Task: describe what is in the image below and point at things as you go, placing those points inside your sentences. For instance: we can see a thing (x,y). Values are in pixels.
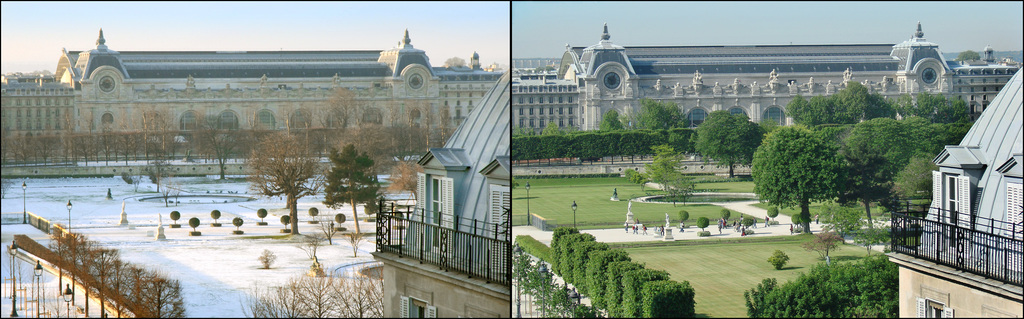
There are two images. In the first image, there are buildings (336,65), trees (357,196), plants (401,177) and snow (180,199) on the ground (24,258) and in the background (29,44), there is the sky (344,9). In the second image, we can see there are trees (639,294), plants (642,309), buildings (540,87), persons (737,223) on the road (778,224) and there is grass (809,261) on the ground (735,283) and in the background (986,30), there is the blue sky (568,25).
